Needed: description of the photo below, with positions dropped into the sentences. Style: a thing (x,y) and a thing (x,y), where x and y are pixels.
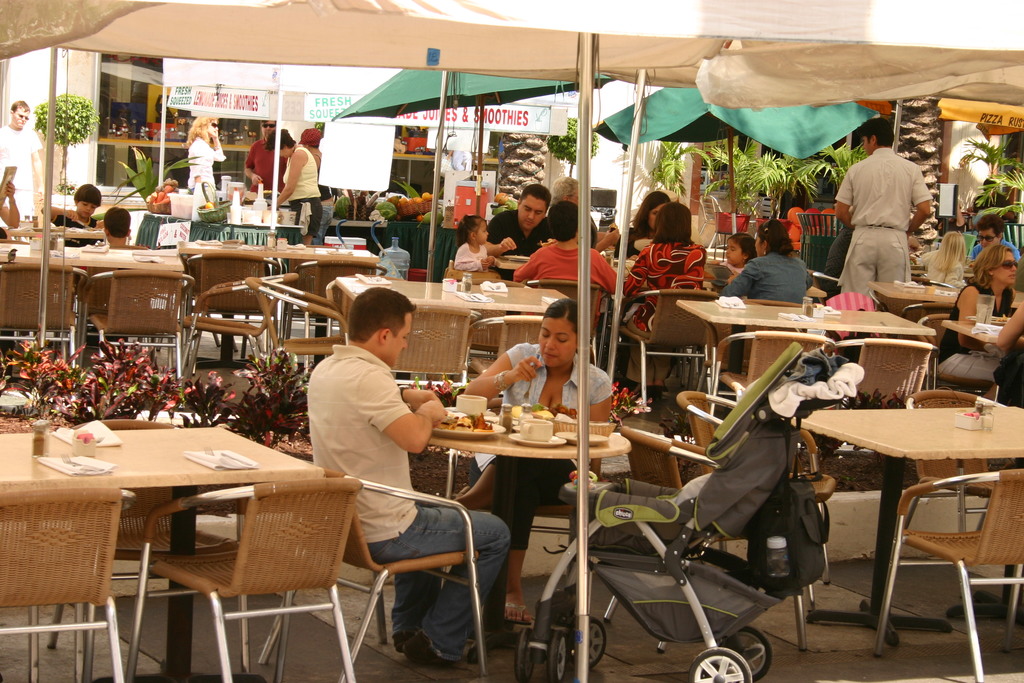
It looks like a food court (421,567) here a man (454,585) is sitting on the chair (443,555) and eating food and a woman (491,461) is doing the same. If you observe the right side of an image (775,171) there are plants (762,172) and umbrella (729,159). If you look at the middle of an image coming left side of an image (14,176) there is a man (14,153) standing at here.
